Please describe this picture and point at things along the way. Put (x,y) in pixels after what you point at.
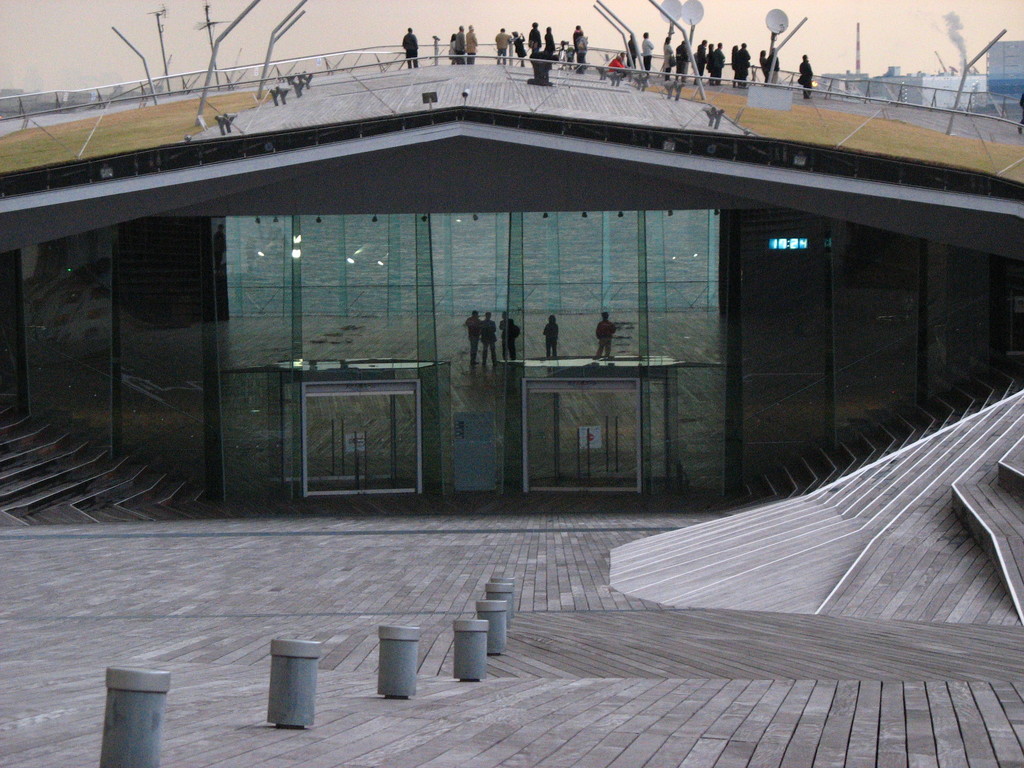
We can see poles (125,738), steps (804,556), building (792,471) and glass (318,374). Top of the building (71,185) we can see people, poles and dish antenna (693,4), through this glass (614,287) we can see people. In the background (80,38) we can see sky (873,22) and smoke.
